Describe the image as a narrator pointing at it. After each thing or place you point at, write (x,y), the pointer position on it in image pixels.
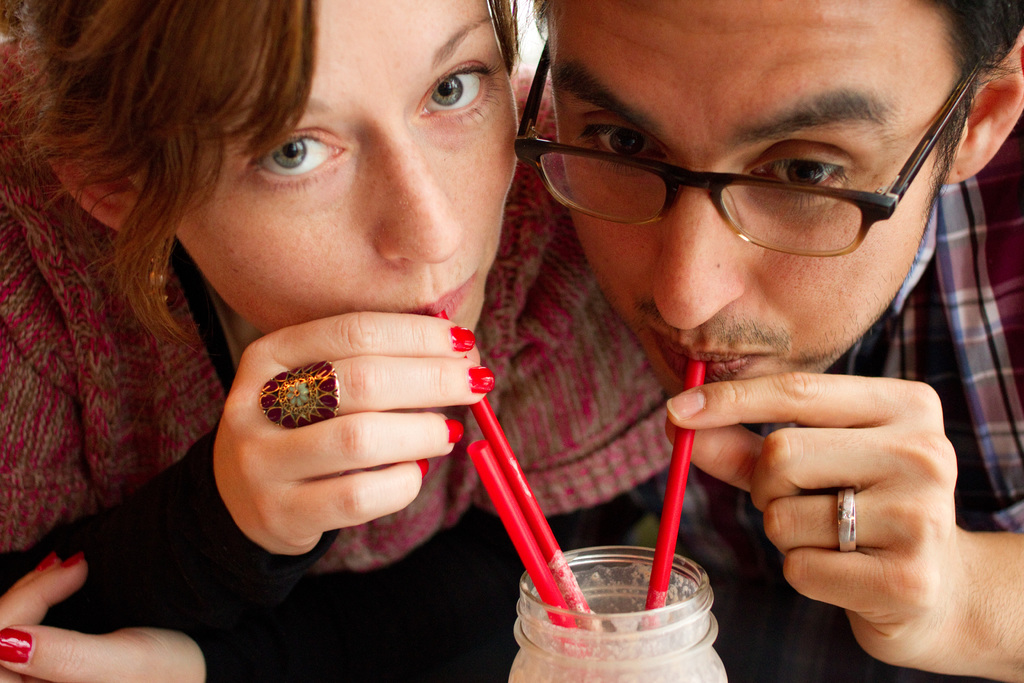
In this image there is a man (776,177) towards the right of the image (817,251), he is wearing spectacles (726,194), he is holding a straw (687,450), he is drinking, there is a woman (234,184) towards the left of the image (262,289), she is holding a straw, she is drinking, there is a bottle (586,625) towards the bottom of the image (654,594), there are three red color straws (529,519) in the bottle (580,584).
